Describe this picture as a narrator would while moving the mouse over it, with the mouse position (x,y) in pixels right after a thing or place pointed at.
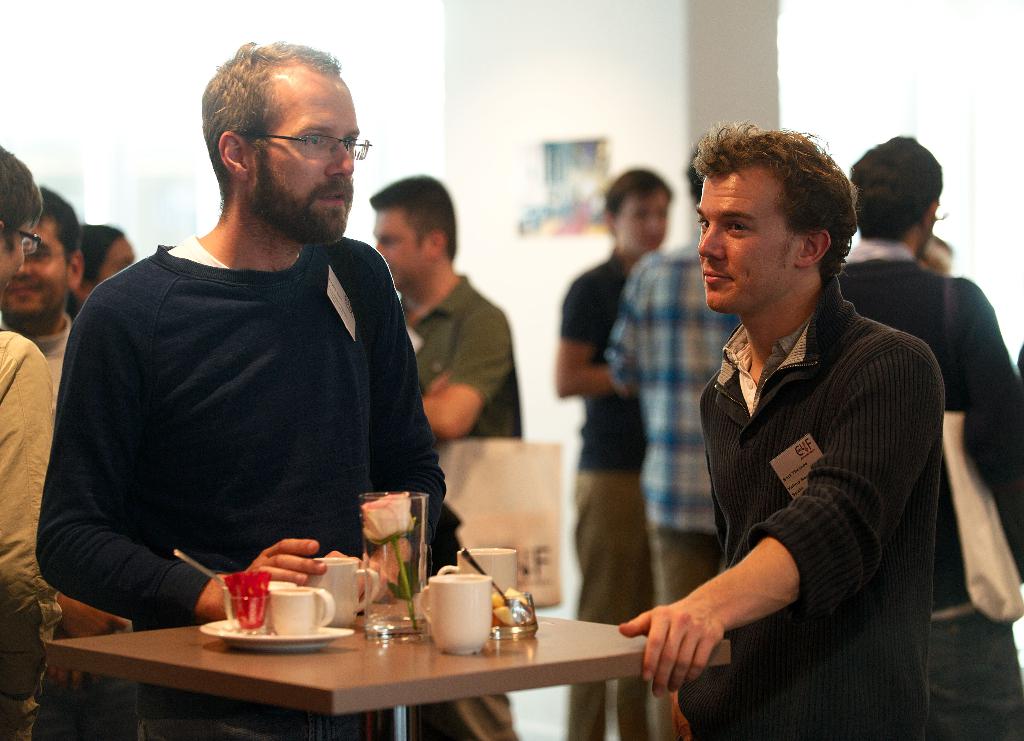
Man (265,301) in blue sweater (198,326) who is wearing spectacles (362,157) is standing in front of table (327,675) on which cup (325,609), saucer (339,631), glass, flower (408,568) and spoon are placed on it. Behind him, we see many people (868,237) standing and behind these people (625,316), we see a pillar (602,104) which is white in color. Man (798,591) on the right corner of the picture (835,647) wearing black sweater (845,469) is also standing near the table (598,652).
